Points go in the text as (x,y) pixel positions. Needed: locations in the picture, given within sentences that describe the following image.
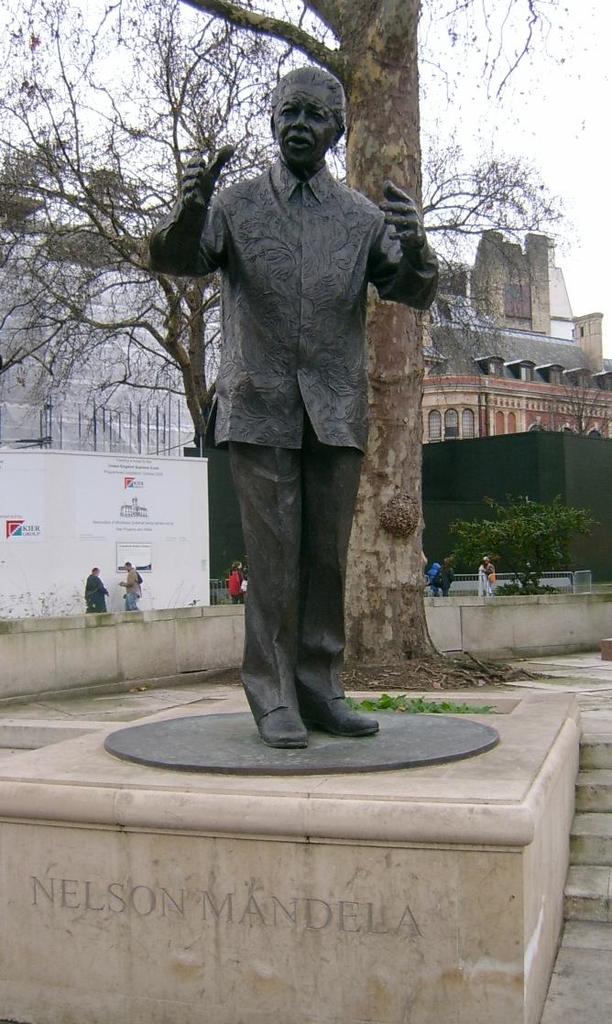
As we can see in the image there is a statue (264,638), few people (129,563) here and there, buildings (123,309) and trees (421,420). On the top (517,114) there is sky (482,131).
